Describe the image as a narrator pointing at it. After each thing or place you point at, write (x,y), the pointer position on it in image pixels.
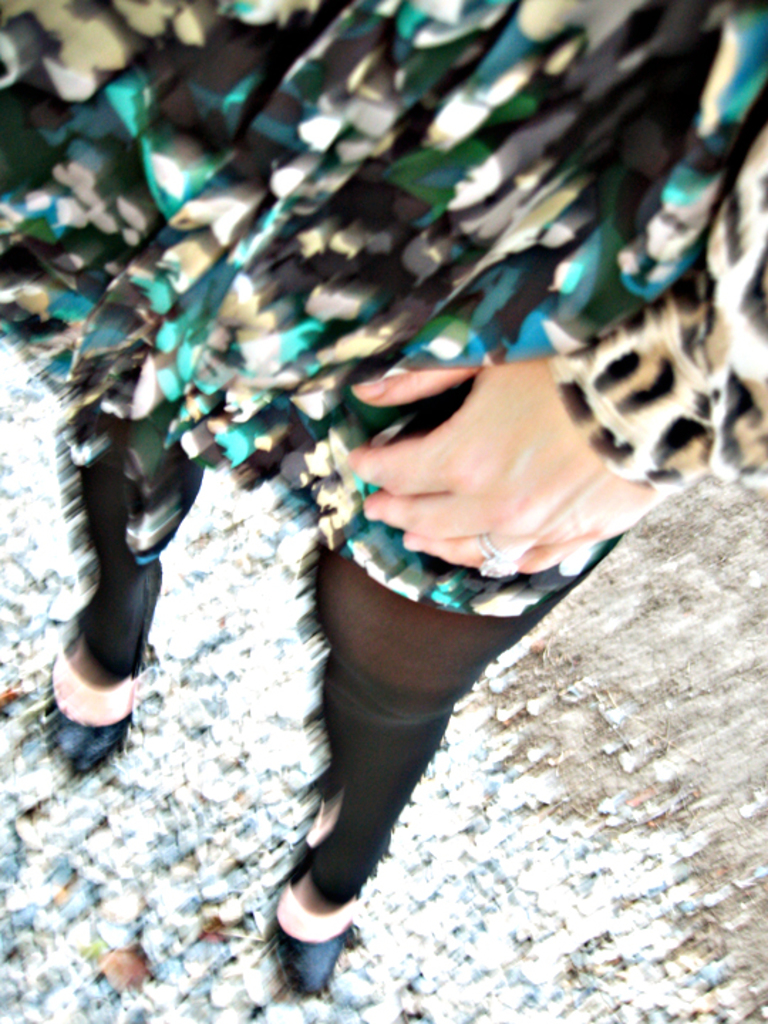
In this image in front (550,193) there is a person (338,641) and at the bottom of the image (68,978) there are stones (145,901).
